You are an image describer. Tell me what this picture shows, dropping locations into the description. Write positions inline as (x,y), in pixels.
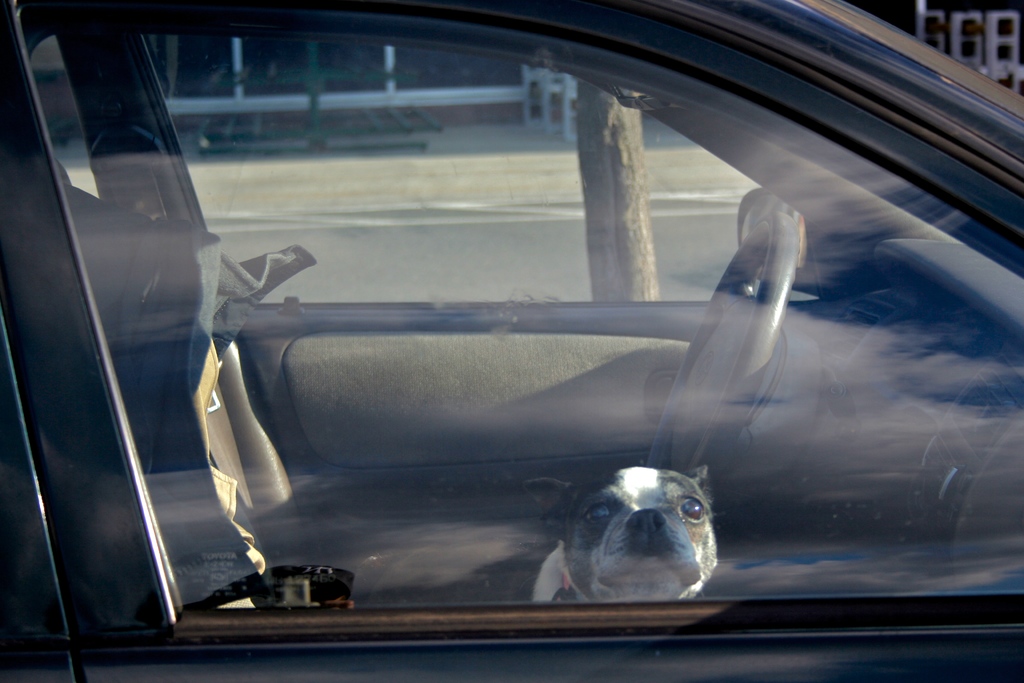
My dog (712,553) is sitting inside a car (464,331) and there is a road (415,241) at here.
